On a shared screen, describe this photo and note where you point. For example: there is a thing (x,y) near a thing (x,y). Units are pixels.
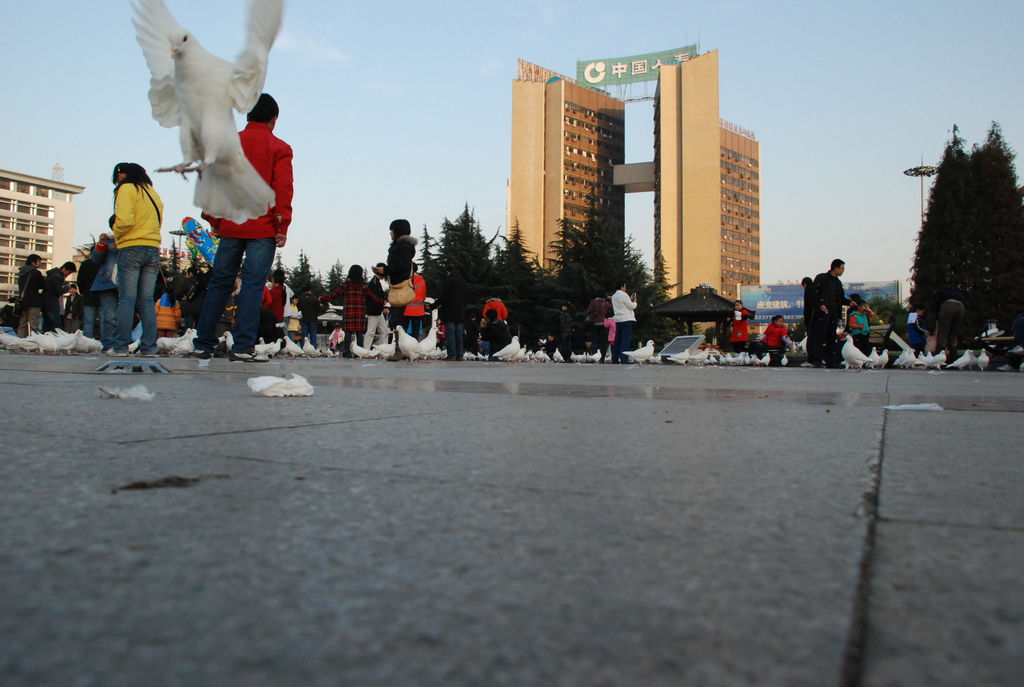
In this picture, we can see a group of people (422,275) standing on the path (833,438) and birds (875,359) and a bird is flying in the air (298,170). In front of the people (310,296) there are trees (488,247), building (47,205), hoarding (641,58) and a sky (446,68).
